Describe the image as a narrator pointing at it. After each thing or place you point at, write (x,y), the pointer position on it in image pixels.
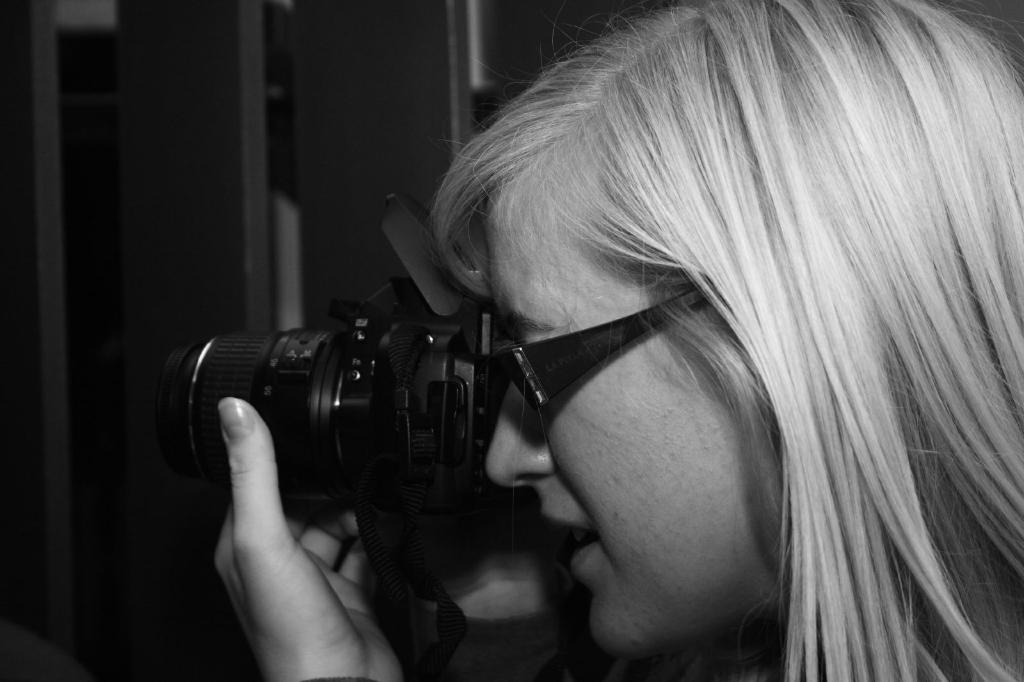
A woman (646,387) wearing a specs (564,350) is holding a camera (353,415) and taking a picture.
